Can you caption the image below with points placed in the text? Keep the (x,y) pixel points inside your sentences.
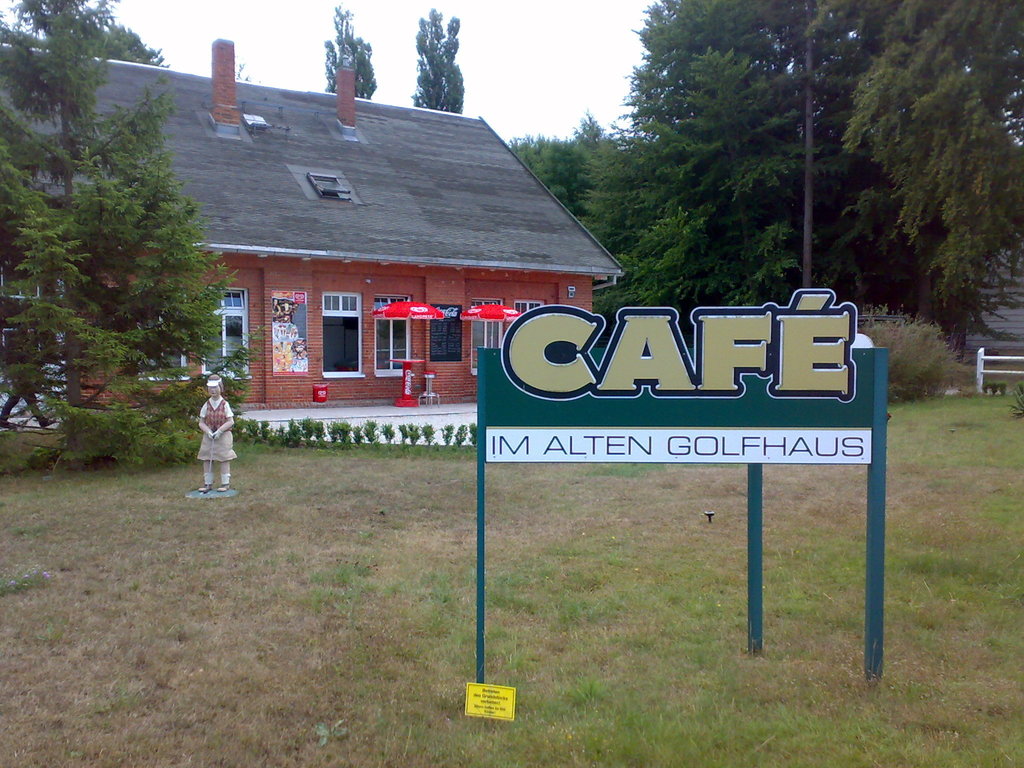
In this picture we can see the grass (839,681), name boards (662,367), plants (346,438), statue (217,381), poster (301,316), umbrellas (402,305), trees (2,261), building (271,297) with windows (380,333), some objects (408,374) and in the background (565,56) we can see the sky (565,56).
